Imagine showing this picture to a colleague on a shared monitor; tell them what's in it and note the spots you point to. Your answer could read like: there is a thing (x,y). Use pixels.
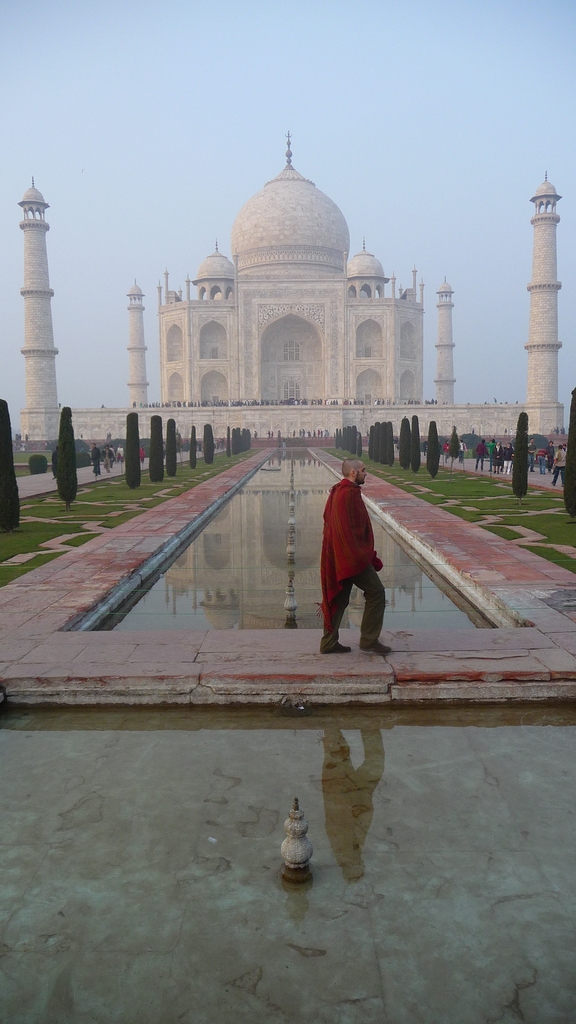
In the center of the image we can see one pole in the water (278,558). And we can see one person (341,577) walking and we can see one red cloth (348,544) on him. In the background (387,113), we can see the sky (396,126), one building (237,364), pillars (554,351), few people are standing, few people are holding some objects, trees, grass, one fountain (423,617) and a few other objects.
